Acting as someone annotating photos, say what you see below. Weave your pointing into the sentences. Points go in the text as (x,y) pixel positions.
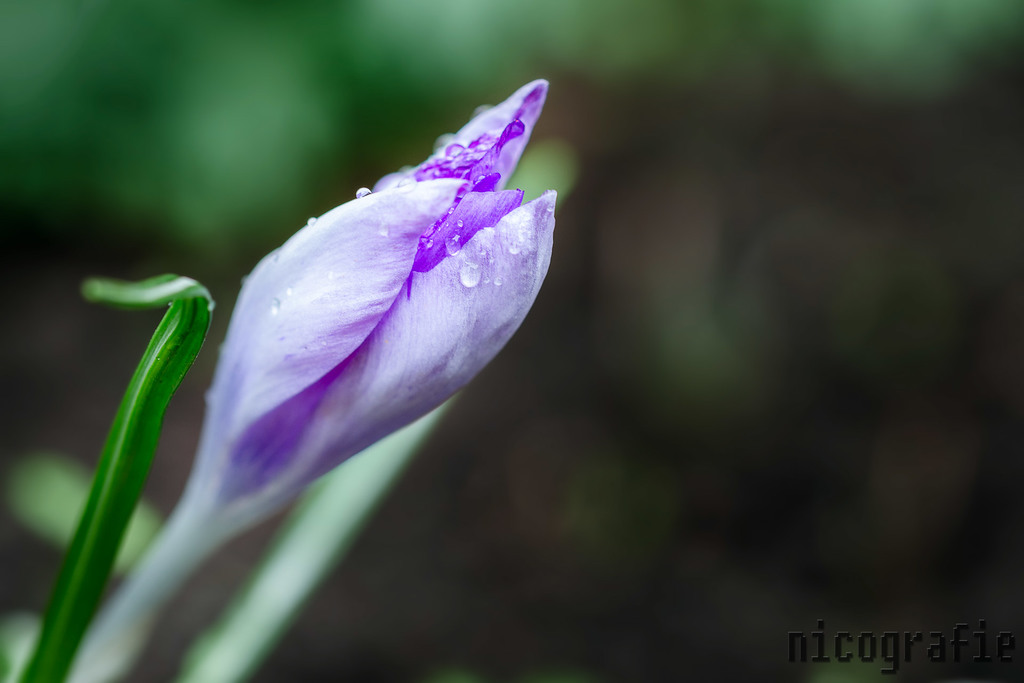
On the background of the picture (729,165) it's very blur. In Front of the picture we can see a purple colour flower bud (354,373). We can also see few droplets of water (453,255).
